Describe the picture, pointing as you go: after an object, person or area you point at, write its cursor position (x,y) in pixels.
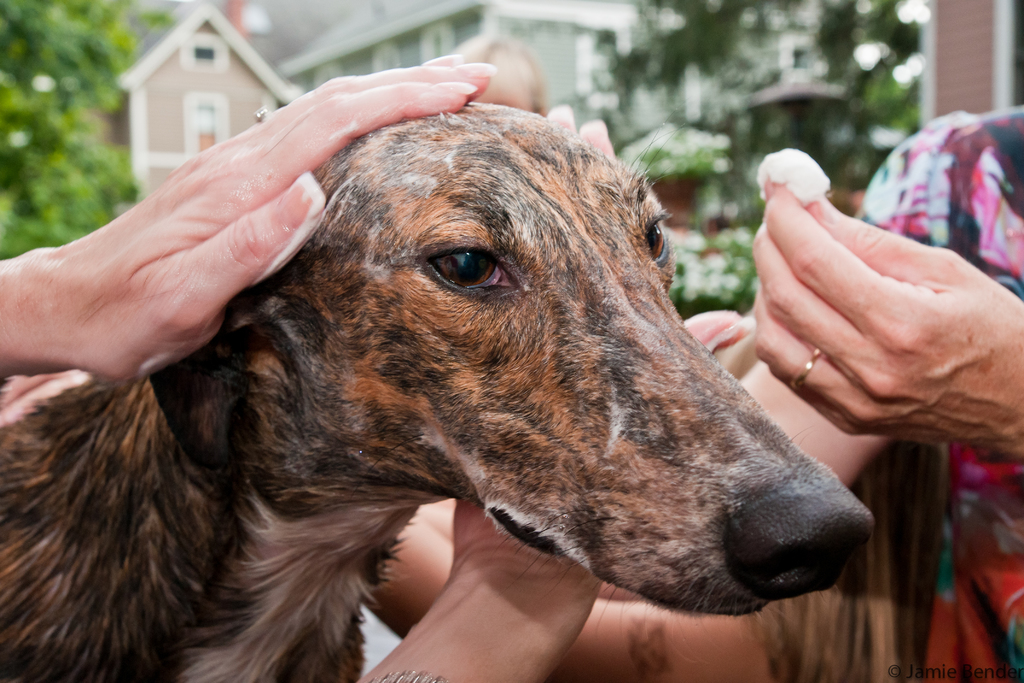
In the image on the left side (170,523), i can see a dog (325,305) and on the right side (839,237), i can see a person (943,319) and in the background (895,127) i can see some buildings (231,106), trees (879,96).
